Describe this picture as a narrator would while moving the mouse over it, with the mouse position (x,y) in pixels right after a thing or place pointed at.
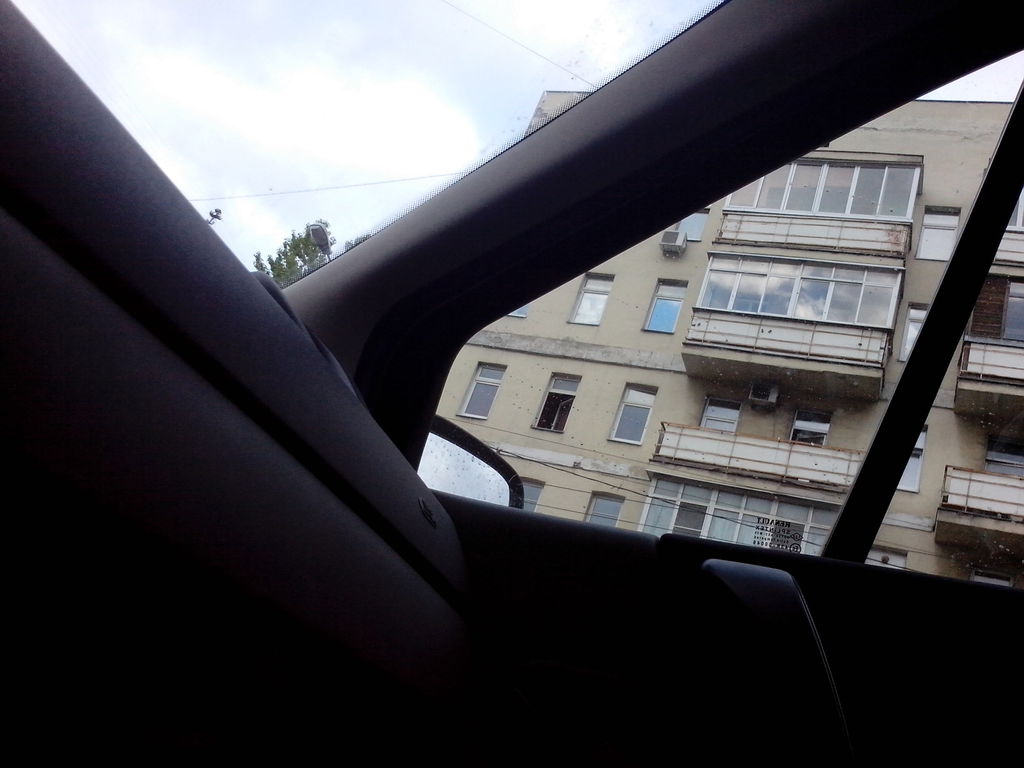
This image is taken in a car (428,637). In the middle of the image (458,459) there is a car (486,579). There is a windshield (383,116) and there is a window (970,497) and there is a side mirror (496,480). Through the windshield (296,124) we can see there is a sky (282,79) with clouds (483,136) and there is a tree (292,251). Through the window (708,412) we can see there is a building (696,322) with walls (659,367), windows (637,405) and a roof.
